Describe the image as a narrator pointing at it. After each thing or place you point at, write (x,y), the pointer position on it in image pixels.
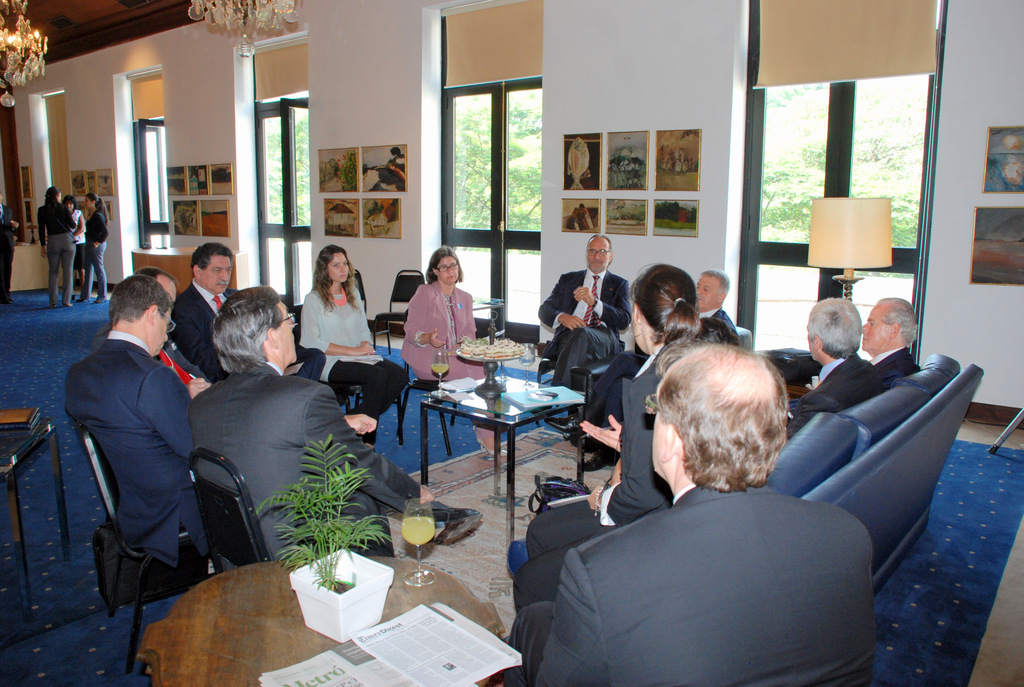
This is a picture taken in a room (195,465), there are a group of people (604,284) sitting on chairs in front of these people (217,430) there is a table (499,419) on the table (510,410) there are glasses (443,391), book (513,395) and some food items (487,352). Beside the people (563,609) there is other wooden table (235,621) and on the table (250,636) there is a news paper (366,647), glass (414,527) and house plant (327,579). Behind the people (285,379) there are glass windows (522,174), lamp (827,258) and a wall (369,198) with photos (633,164) and on the top (35,64) there are chandeliers (245,47).
